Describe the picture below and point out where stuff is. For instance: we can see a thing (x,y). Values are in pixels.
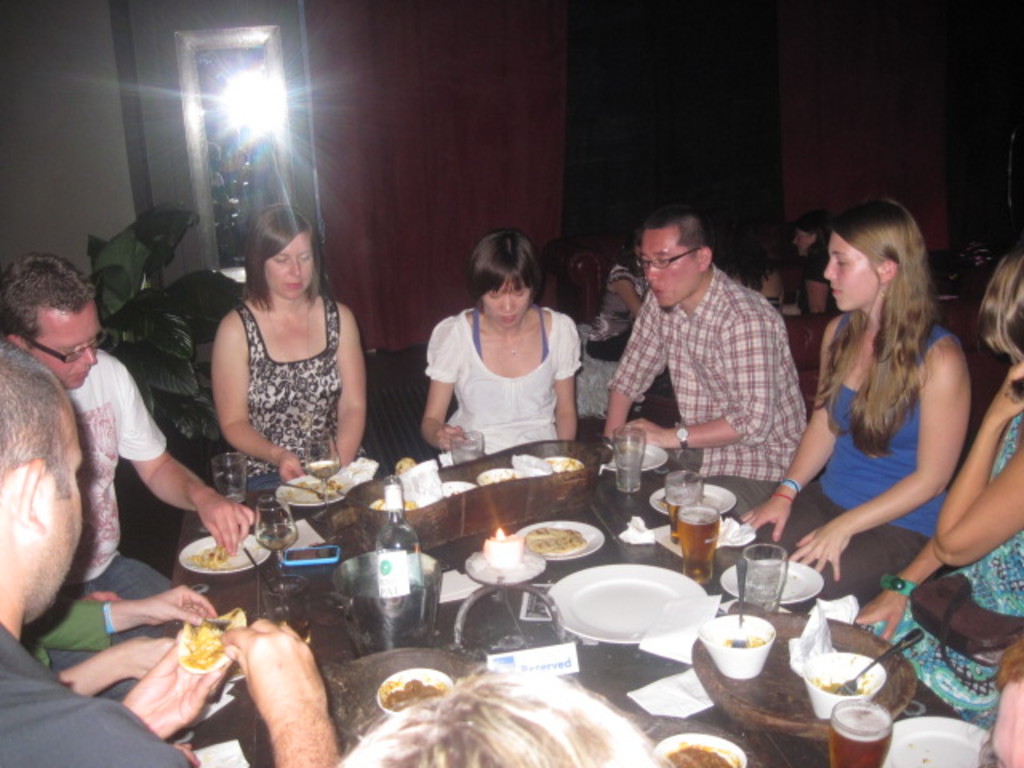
In this picture we can see group of people (464,373), they are all seated, in front of them we can find few glasses (643,451), plates (639,567), bottles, bowls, food (550,536) and other things (429,612) on the table (443,610), beside to them we can find a plant (179,343), and also we can see a light (240,89).
